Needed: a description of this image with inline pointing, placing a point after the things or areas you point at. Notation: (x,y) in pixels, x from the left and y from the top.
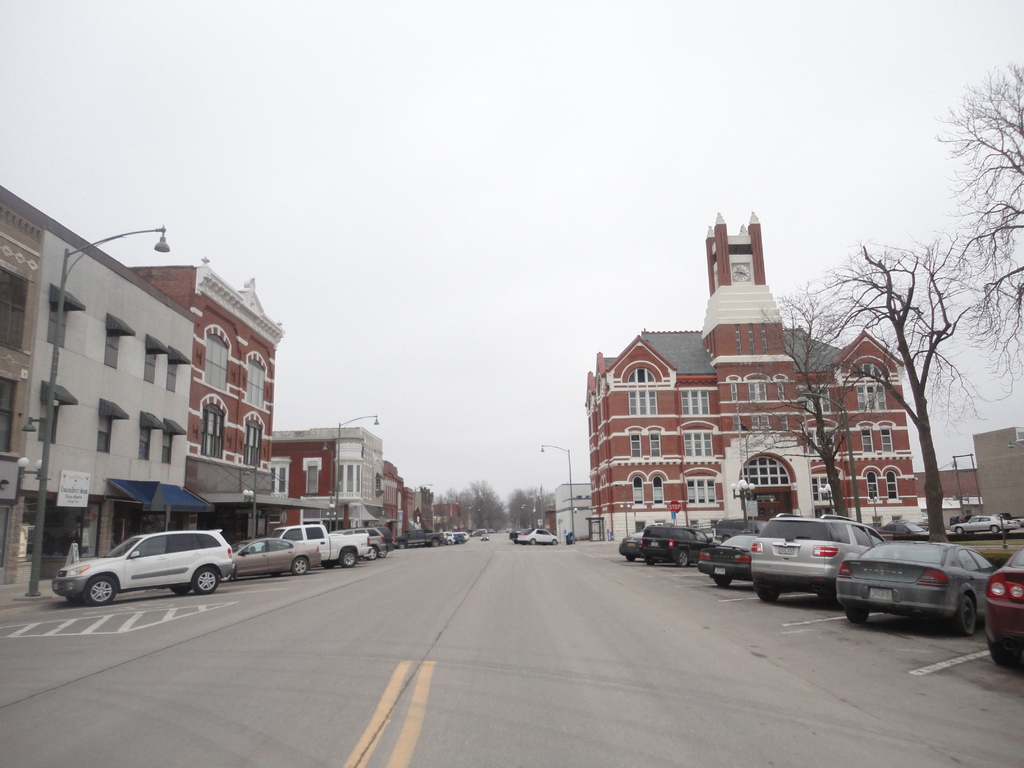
This is an outside view. At the bottom (453,640) there is a road (572,663). Here I can see many cars (201,558) on the road (449,637). On both sides of the road (619,556) there are many light poles (542,489) and buildings (118,417). In the background (516,514) there are many trees (483,504). At the top of the image (354,87) I can see the sky (429,183).
